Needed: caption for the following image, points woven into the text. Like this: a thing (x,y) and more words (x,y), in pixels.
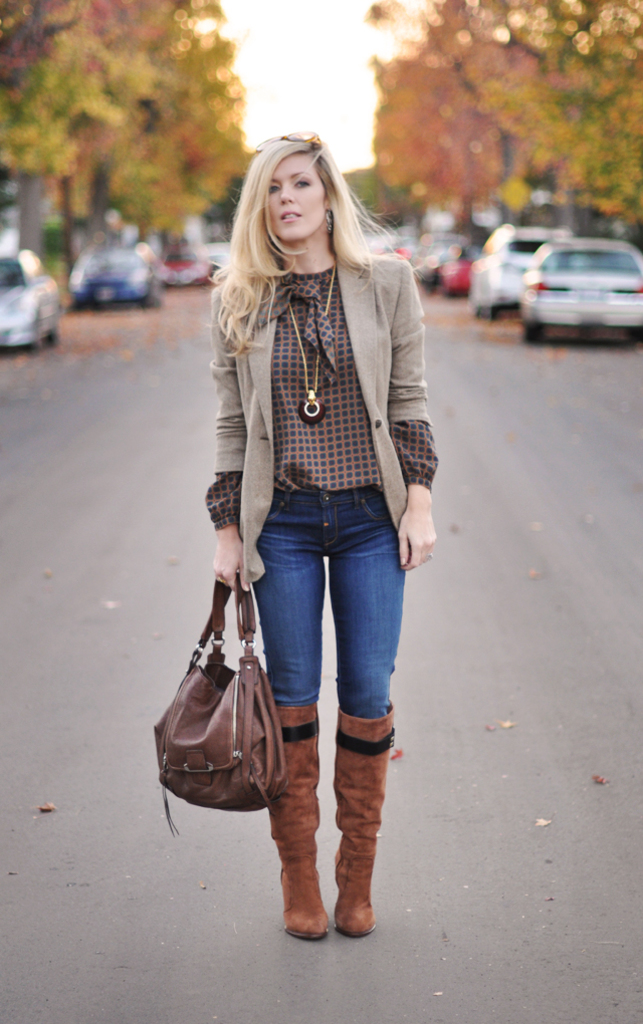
This woman (323,543) is standing and holding a handbag (213,724). Far there are number of vehicles (1,265) and trees (153,91). This woman (314,270) wore jacket (369,339).
